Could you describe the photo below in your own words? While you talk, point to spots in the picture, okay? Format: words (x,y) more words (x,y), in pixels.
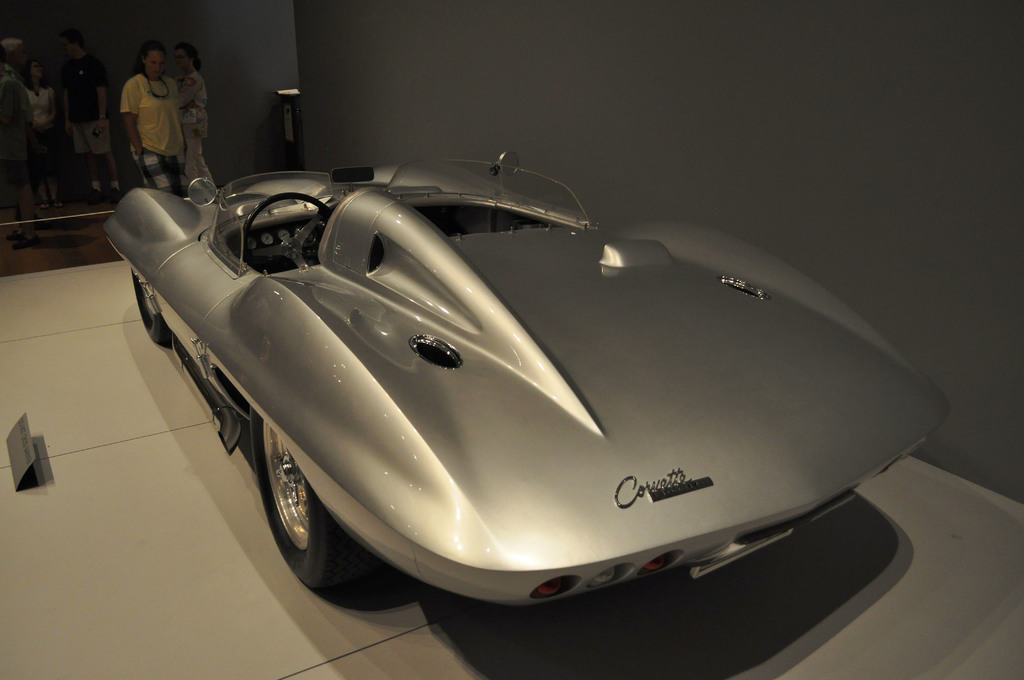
In this image we can see the car (297,489) on the floor (274,554). In the background (158,120), we can see a few people (151,89).
